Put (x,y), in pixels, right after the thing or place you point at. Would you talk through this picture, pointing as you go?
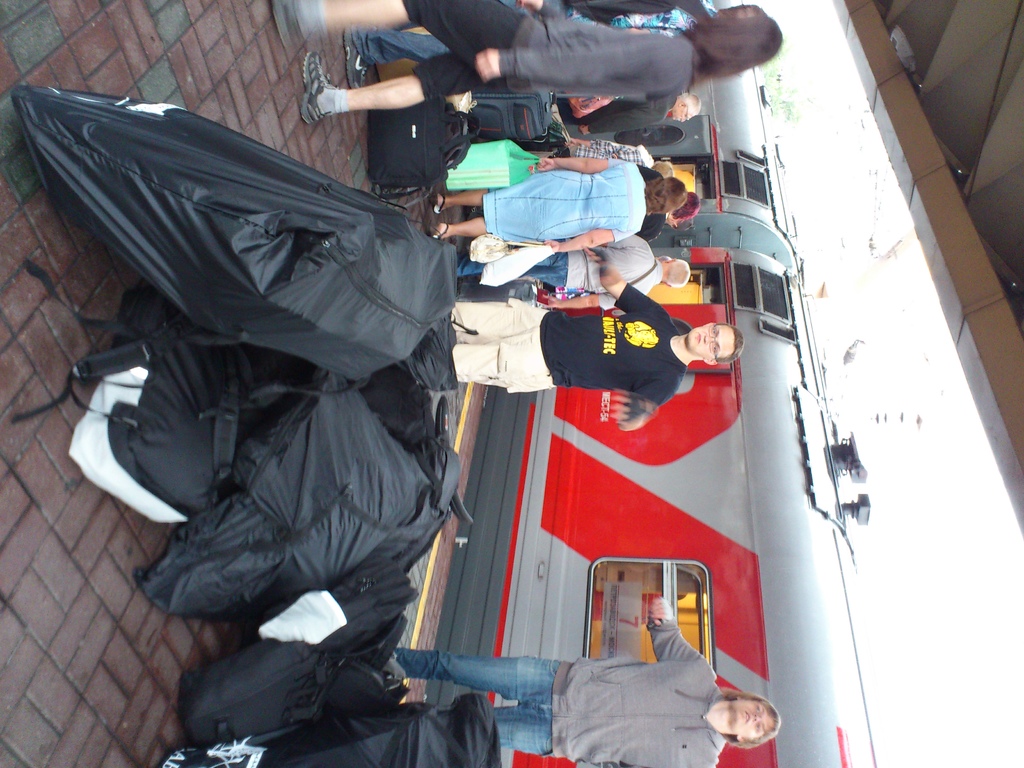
In this image on the right side (762,54), we can see there is a train (831,746) and there are people (307,117) standing.
